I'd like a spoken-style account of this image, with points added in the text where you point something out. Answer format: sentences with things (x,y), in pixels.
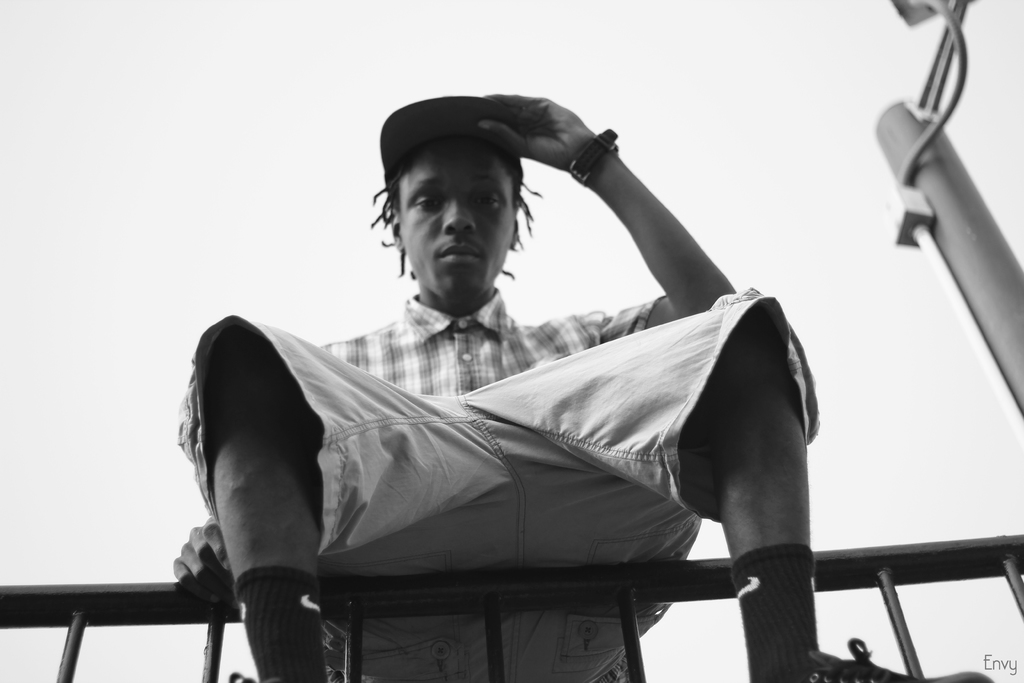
In this image there is a person (439,428) sitting on the metal fence (525,605), behind the person (558,453) there is a pole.
